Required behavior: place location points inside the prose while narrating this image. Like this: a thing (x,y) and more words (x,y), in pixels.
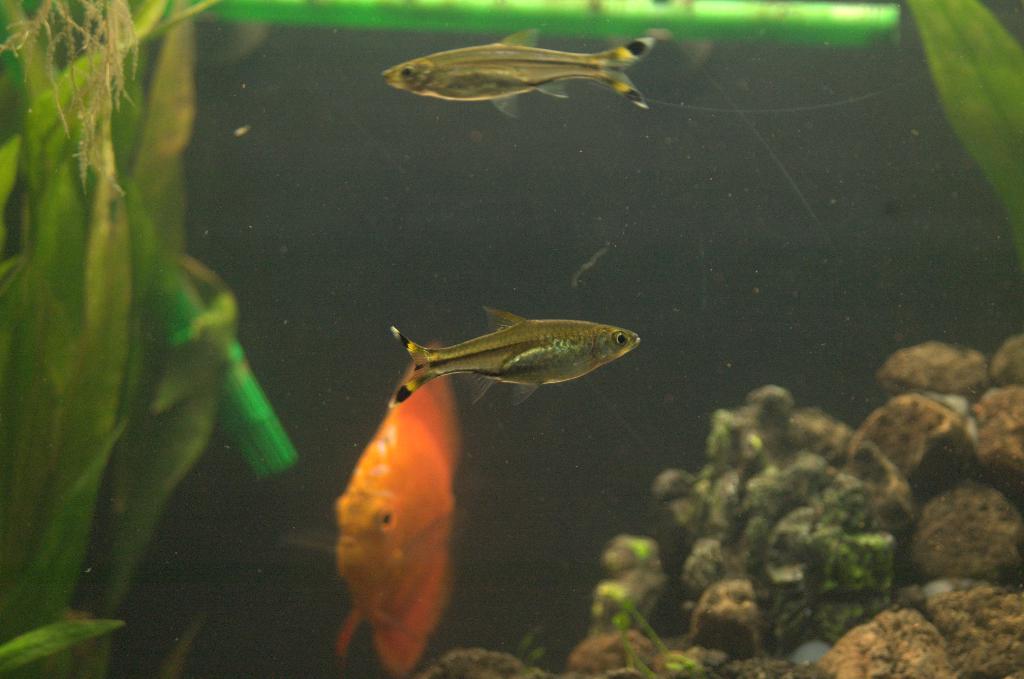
In the image there are few fishes (481,388) swimming in the water (781,89) with plants (96,348) on the left side (101,306) and stones (763,423) on the right side (924,430).
